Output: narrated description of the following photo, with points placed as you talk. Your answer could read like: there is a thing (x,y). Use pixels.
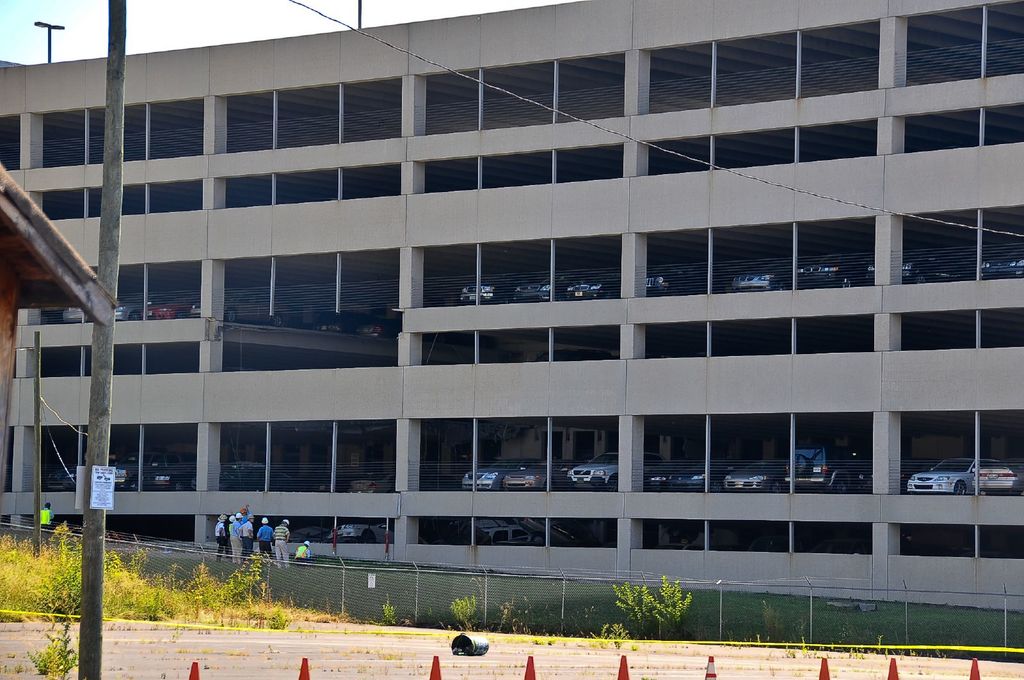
Inside this building (823,575) there are vehicles (699,485). In-front of this building (542,255) there is a mesh (963,625), plants (39,567) and people (233,523). Here we can see a pole (120,52). On this pole (103,563) there are boards (104,491). These are traffic cones (973,676).
